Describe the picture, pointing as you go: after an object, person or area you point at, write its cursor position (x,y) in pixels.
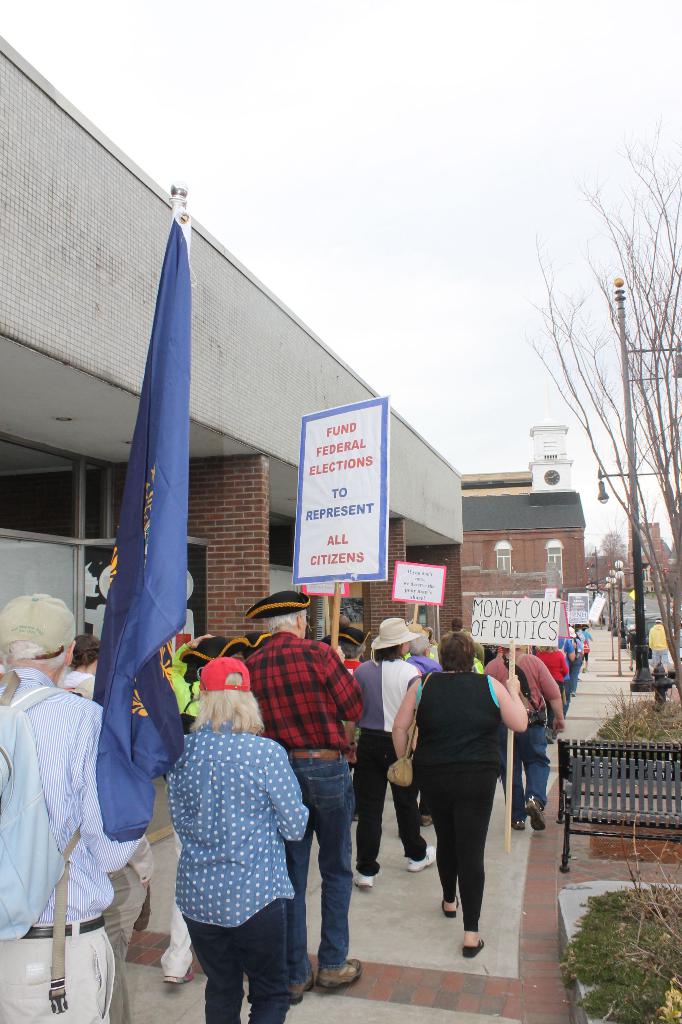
There are persons (74,747) in different color dresses (406,673) on the road (421,917). Some of them are holding placards (342,552). On the right side (656,966), there are plants (626,940) and there are poles (616,575). In the background (600,518), there is a building (564,479) and there is sky (441,265).
